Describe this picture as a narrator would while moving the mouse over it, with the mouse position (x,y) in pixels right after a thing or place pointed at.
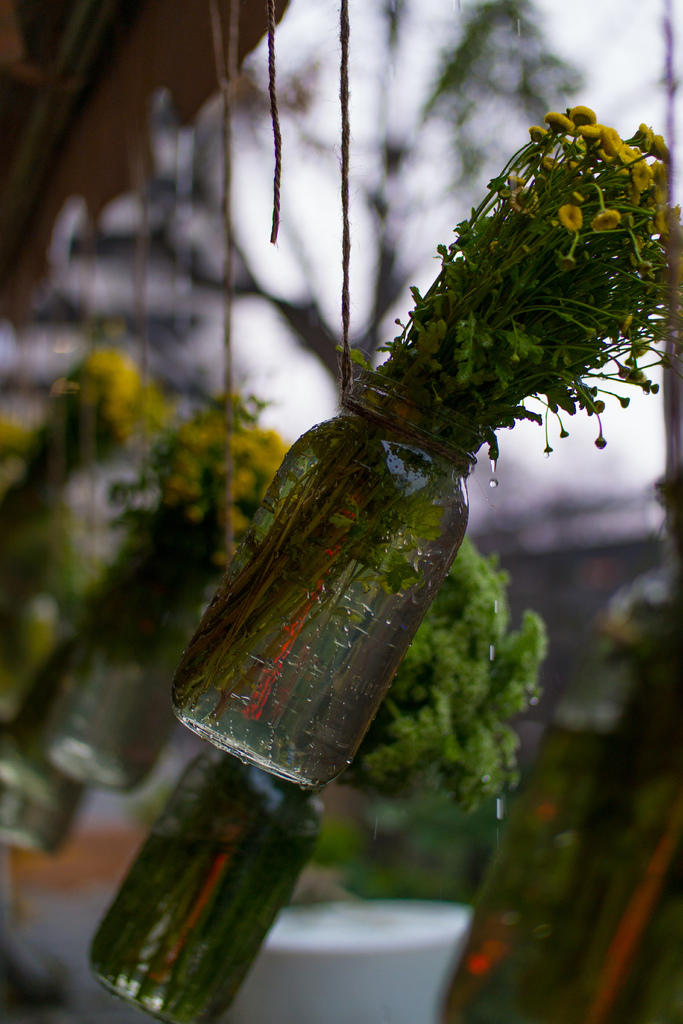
In the center of the image (374,573) we can see a bottles (287,660) are present. In bottles (303,748) some plants (584,241) are there. At the top of the image (596,21) sky (590,27) is present.
